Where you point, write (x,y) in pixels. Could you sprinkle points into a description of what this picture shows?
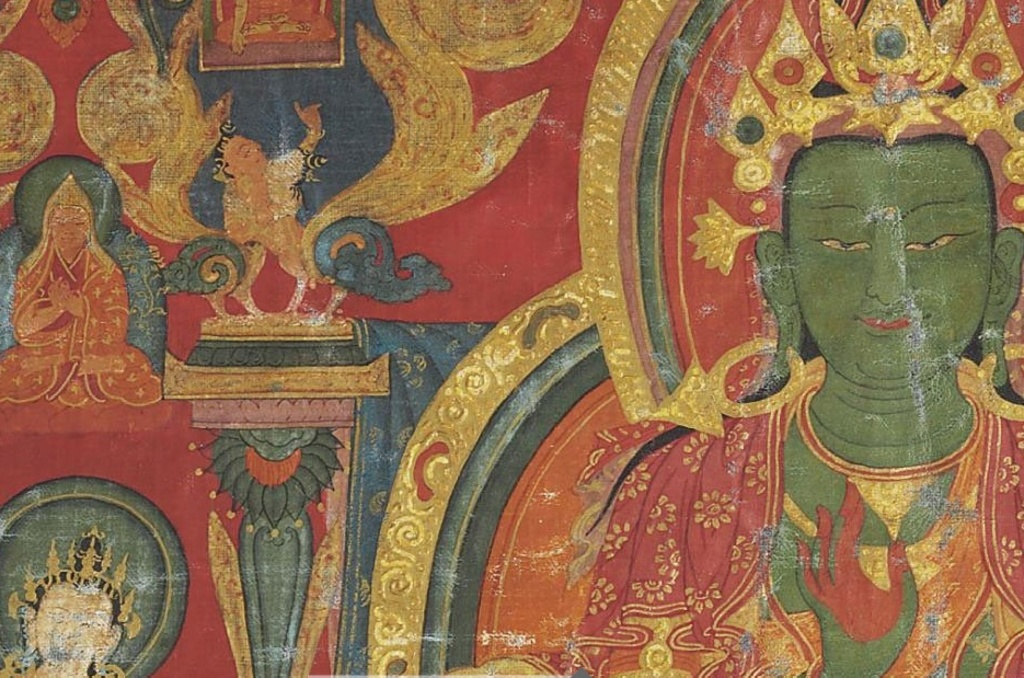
In this image we can see a painting (523,263) with different colors and the painting (530,269) is related to the god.
